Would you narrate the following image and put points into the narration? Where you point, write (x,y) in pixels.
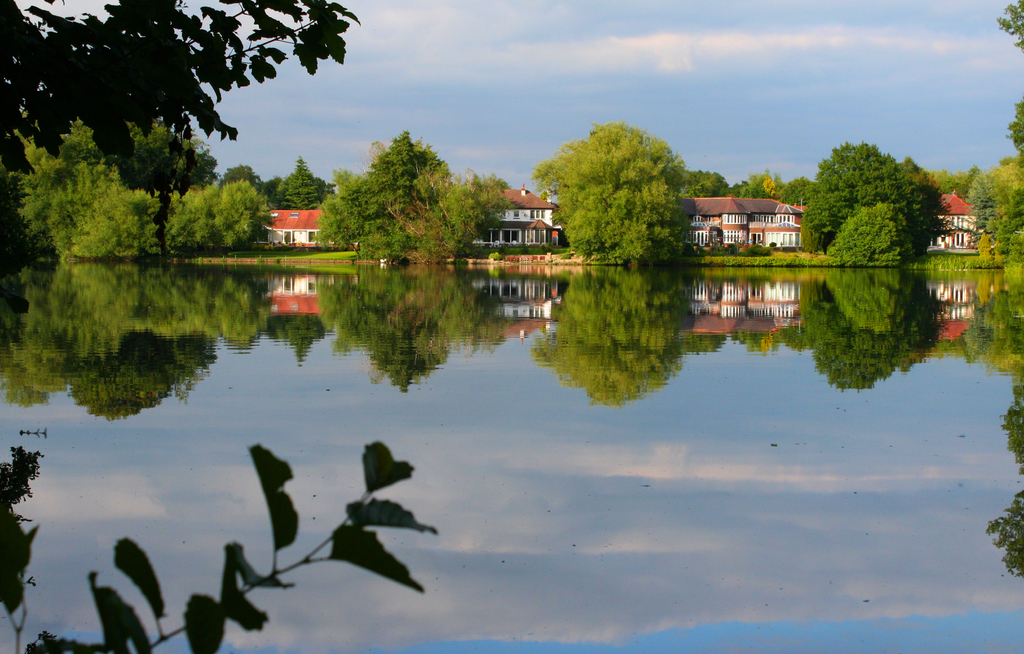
In this image we can see water (587,383), trees (597,254), buildings (526,235), sky (501,72) and clouds (465,56).
